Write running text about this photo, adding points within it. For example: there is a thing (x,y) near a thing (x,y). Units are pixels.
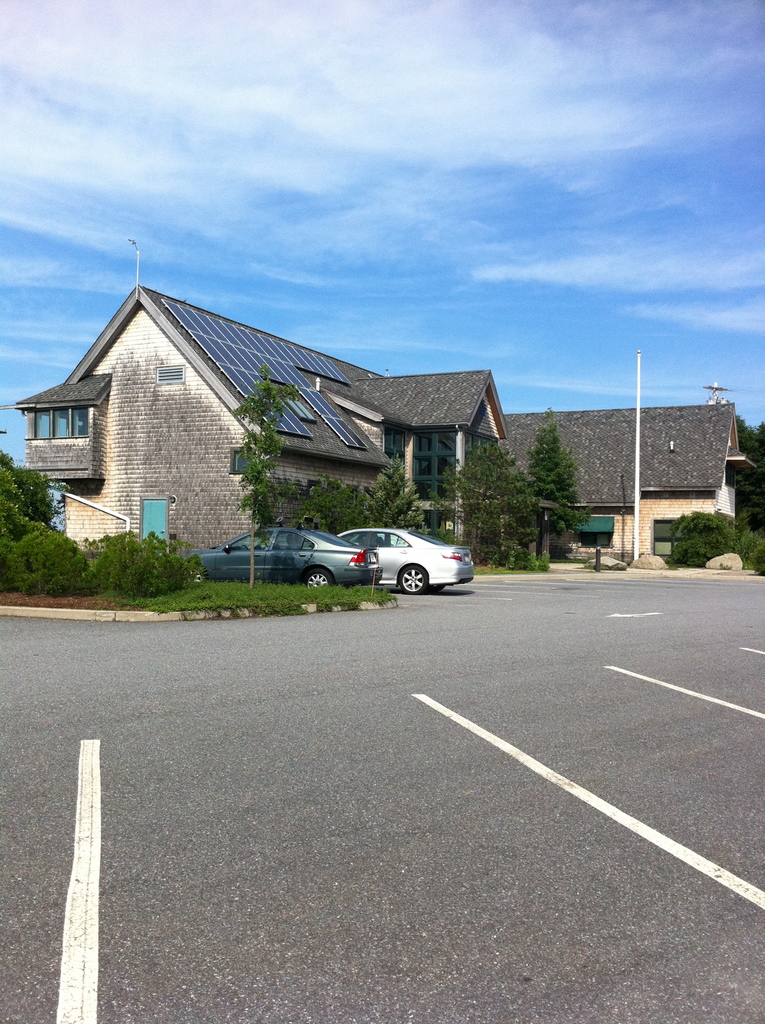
In this image I can see the road (368,851), 2 cars (370,576) on the road (446,586), some grass (281,587), few trees (269,382) and a pole (638,381) which is white in color. In the background (312,444) I can see a house (235,423) which is cream, black and blue in color and the sky (506,214).
